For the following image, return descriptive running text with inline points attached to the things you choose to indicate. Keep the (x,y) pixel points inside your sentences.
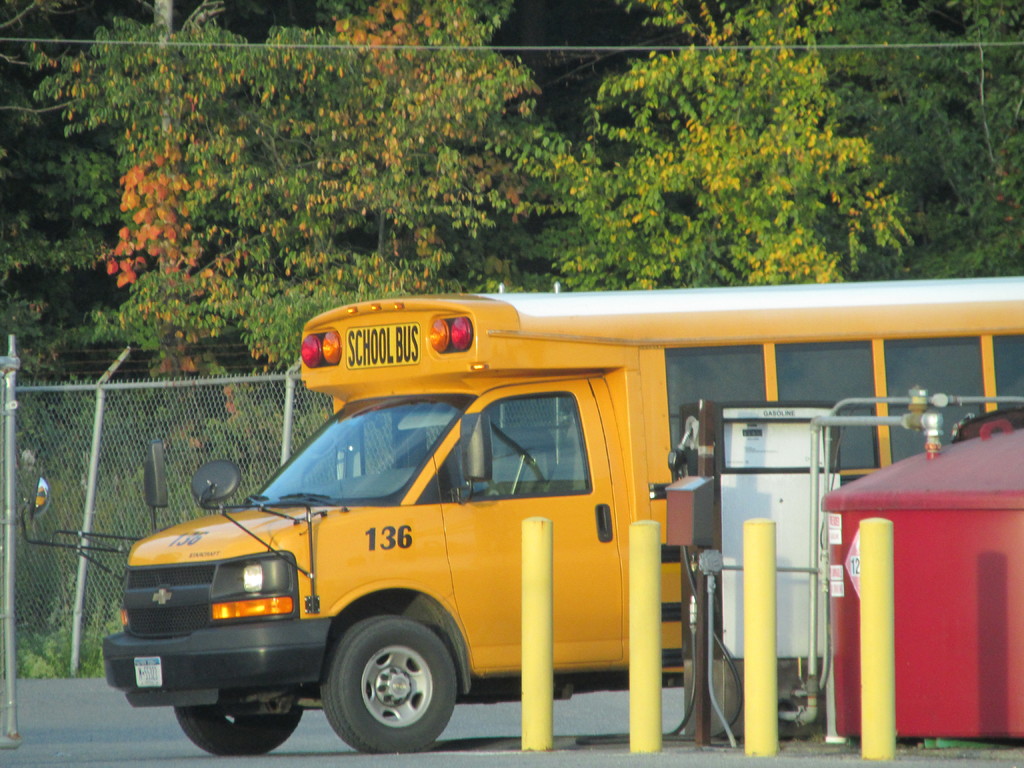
In the middle of the picture (461,437), we see a yellow bus (339,557) is moving on the road (109,736). Beside that, we see small poles (754,634). On the right side (844,594), we see an object (961,633) in red color. Beside that, we see a white color meter box (783,430). Behind the bus (252,502), we see a fence (200,461). There are trees (391,177) in the background (351,192). At the bottom of the picture (90,730), we see the road (153,729).
